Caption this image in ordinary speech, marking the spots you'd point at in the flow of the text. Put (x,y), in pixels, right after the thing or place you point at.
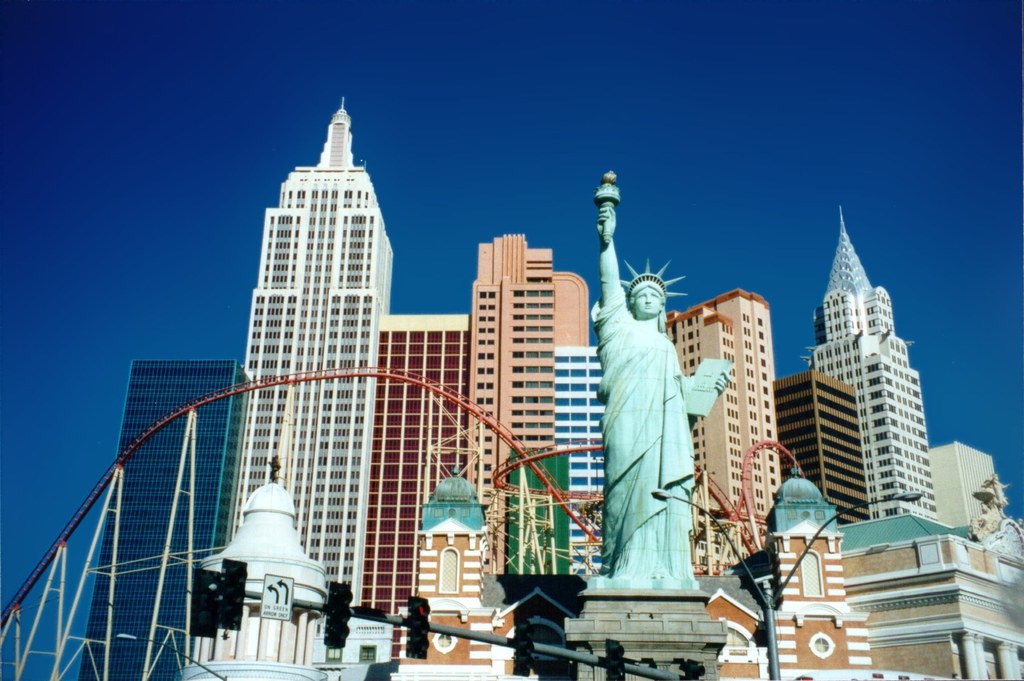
In the center of the image (659,299) we can see a statue of liberty (686,545). At the bottom (196,581) there are traffic lights (211,597) and poles (774,662). In the background (223,501) there are buildings (482,380) and sky (617,166).
